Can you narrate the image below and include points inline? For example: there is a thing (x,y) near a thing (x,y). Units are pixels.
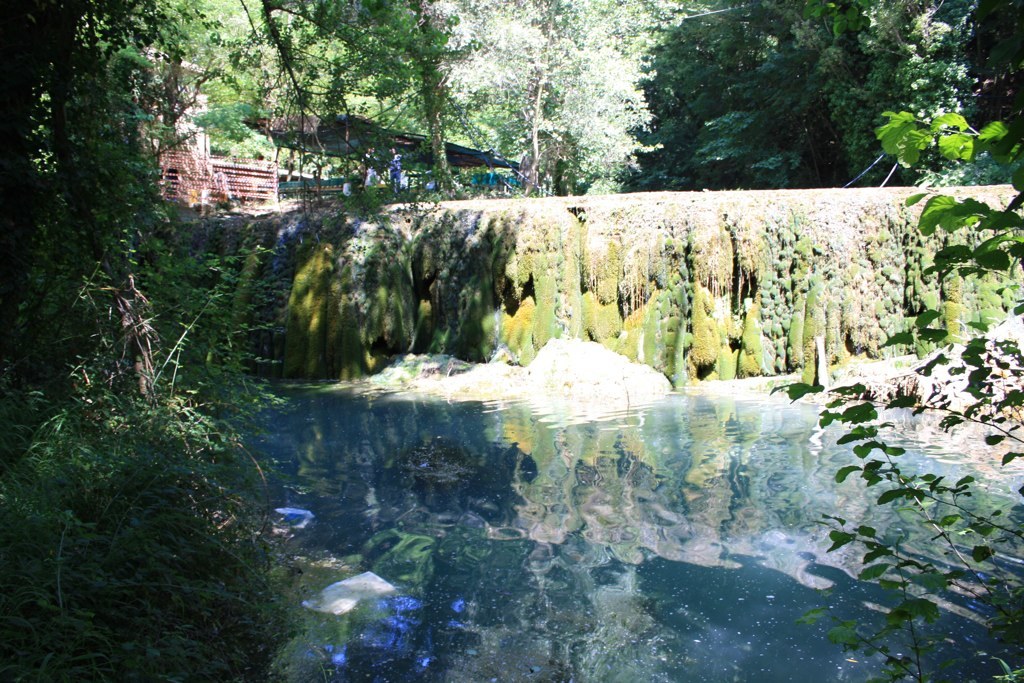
In the image there is a water (649,507) and there are lot of trees (151,32) all around and there is a green colour algae (778,289) which is formed on the wall (425,303).
